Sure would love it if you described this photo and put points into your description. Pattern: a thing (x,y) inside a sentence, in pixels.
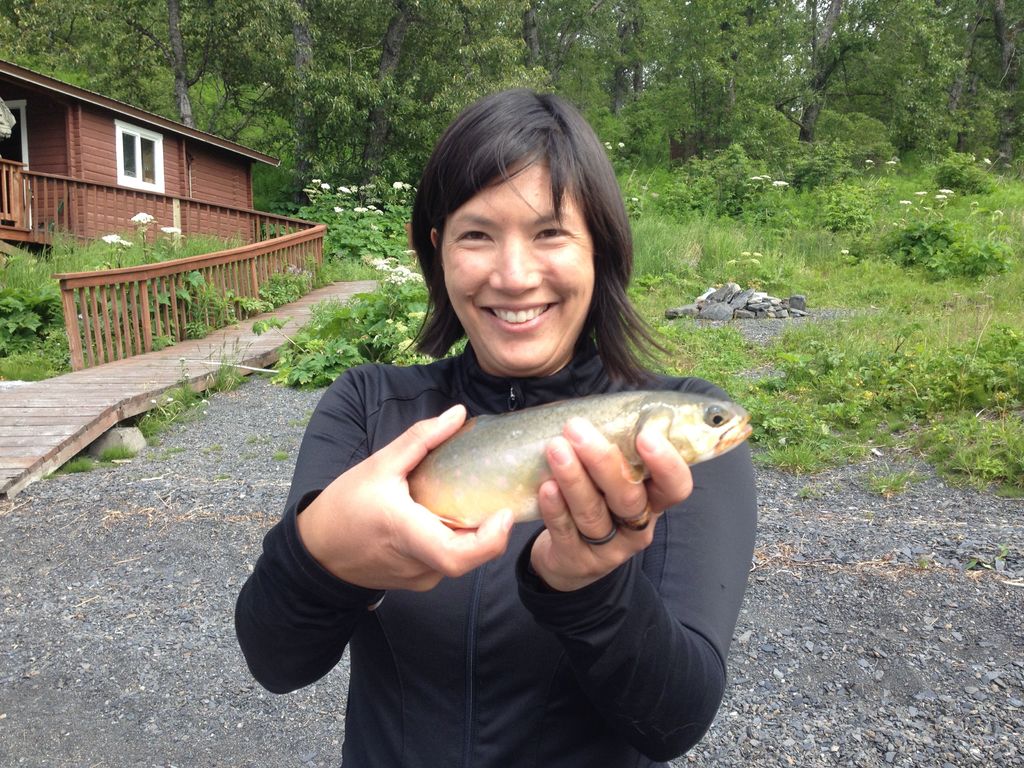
In this picture there is a woman (544,493) smiling and holding a fish (632,429). In the background of the image (218,383) we can see plants (377,276), flowers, grass (838,271), house (196,191), fence (202,204), stones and trees (874,57).
